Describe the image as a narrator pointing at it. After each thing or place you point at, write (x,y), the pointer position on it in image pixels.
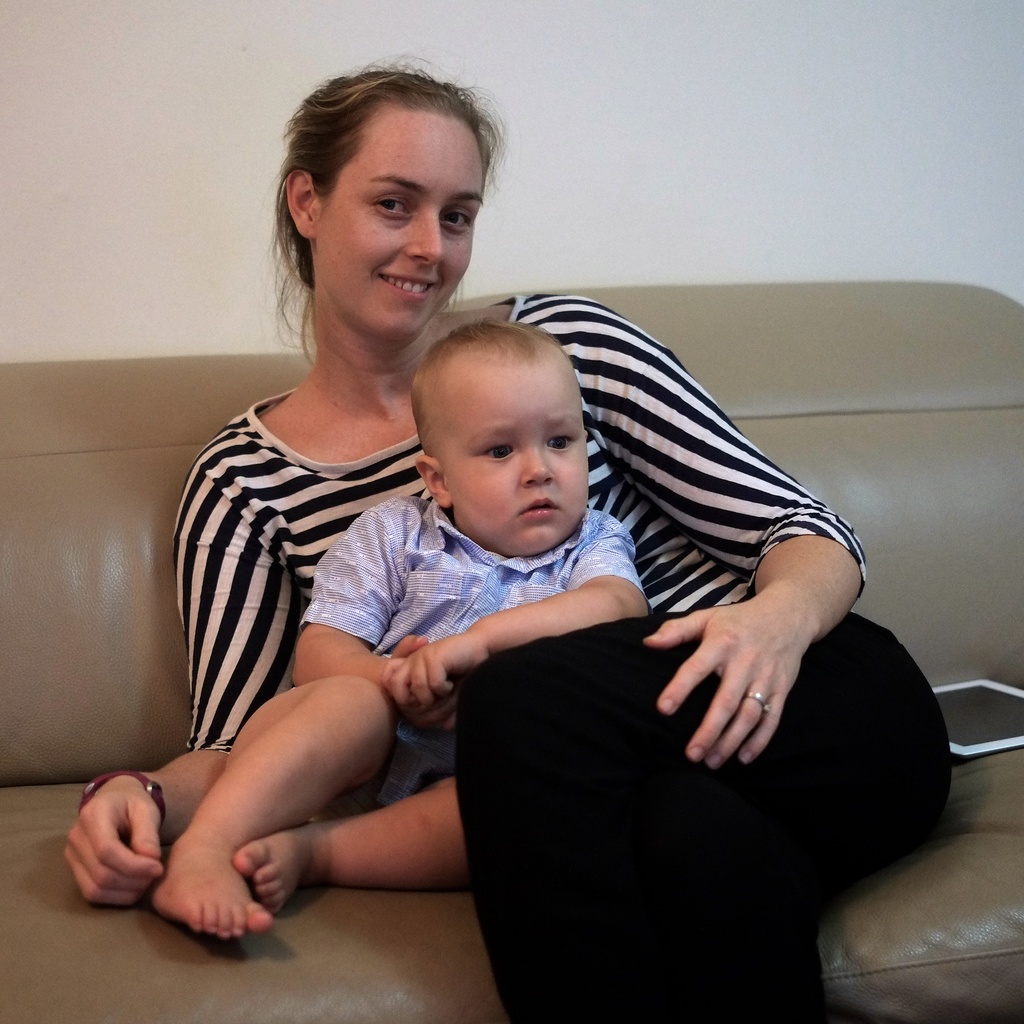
This is a boy (449,622) and the woman (724,583) sitting on the couch (932,520). This looks like an iPad (998,704), which is white in color. I can see the woman (622,424) smiling. Here is the wall (334,66).
